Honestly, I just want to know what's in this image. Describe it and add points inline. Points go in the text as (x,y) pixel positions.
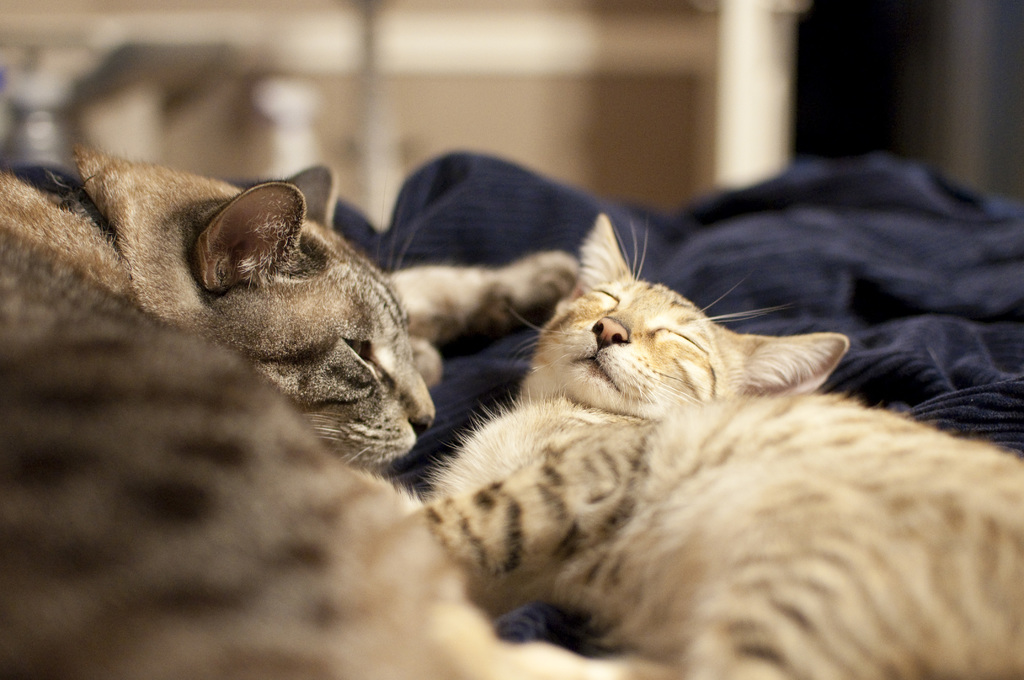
In this image I can see a cat (760,495) which is cream, brown and black in color and another cat (91,427) which is black, ash and cream in color are laying on the black colored cloth (479,345). I can see the blurry background (767,73).
